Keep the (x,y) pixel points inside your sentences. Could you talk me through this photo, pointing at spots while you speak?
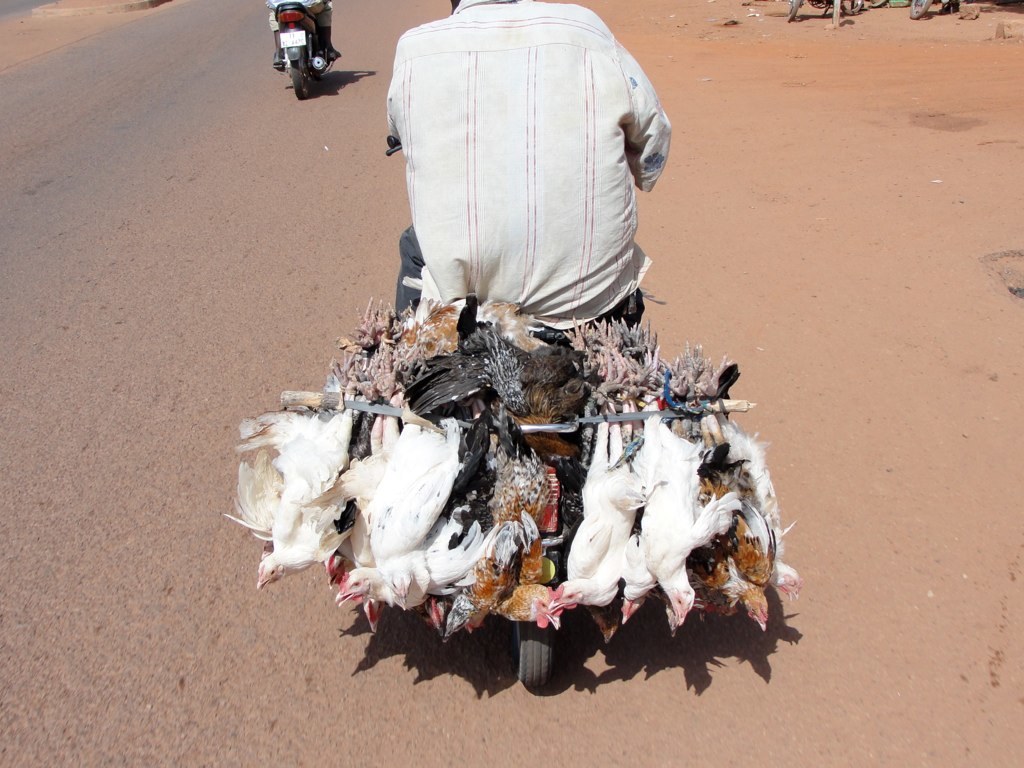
In this image, there are two people (324,35) riding motorbikes (308,71) on the road (270,89). I can see the hens (473,584), which are hanging to a motorbike (534,432).
